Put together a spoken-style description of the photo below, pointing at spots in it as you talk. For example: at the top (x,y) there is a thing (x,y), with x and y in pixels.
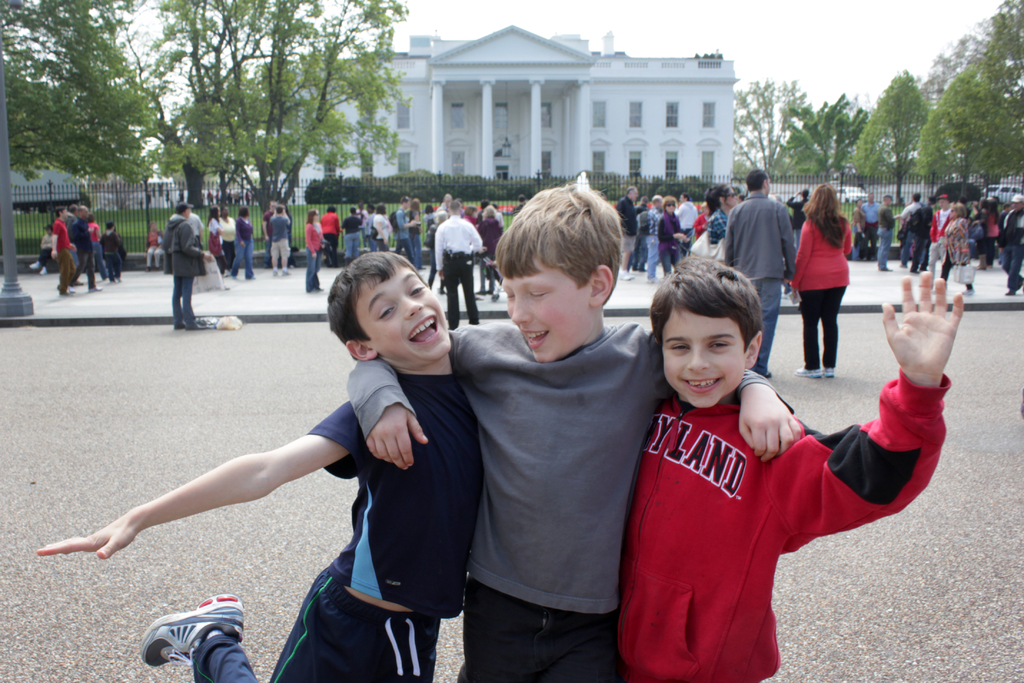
In this picture I can see a building (416,138) and a metal fence (46,212) and couple of cars (991,193) and few people (52,257) standing, few trees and we see a boy (516,349) holding another two boys (696,443) with his hands (374,438) and a pole (24,307) on the left side (14,199) and a cloudy Sky (961,2).
